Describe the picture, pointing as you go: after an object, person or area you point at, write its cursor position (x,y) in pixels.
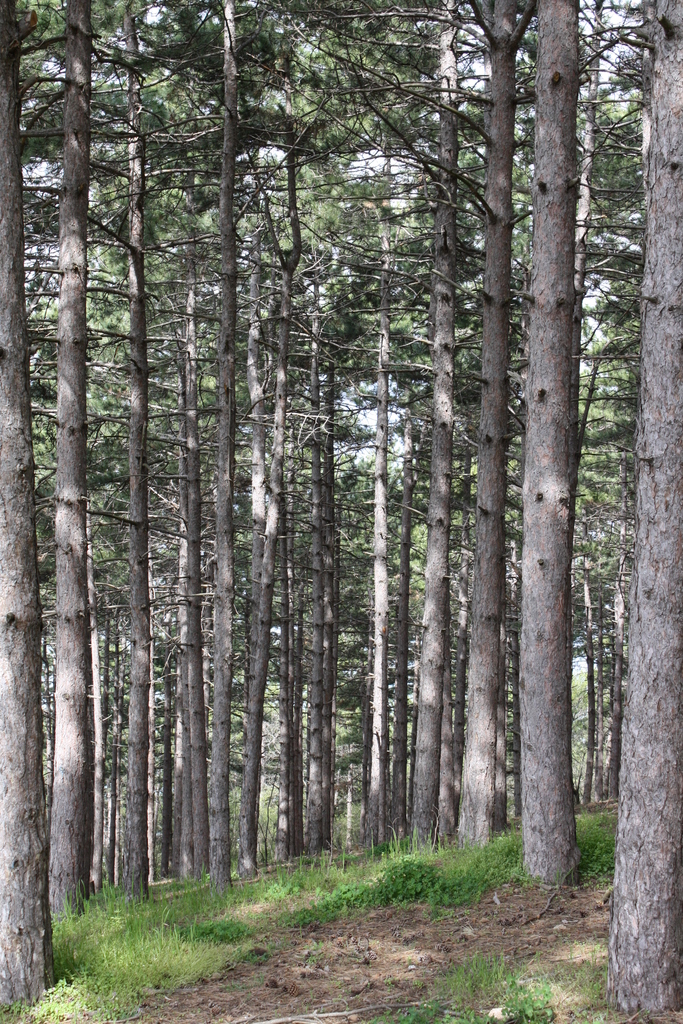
In this image we can see trees (378,690). On the ground (493,928) there is grass (164,913).
